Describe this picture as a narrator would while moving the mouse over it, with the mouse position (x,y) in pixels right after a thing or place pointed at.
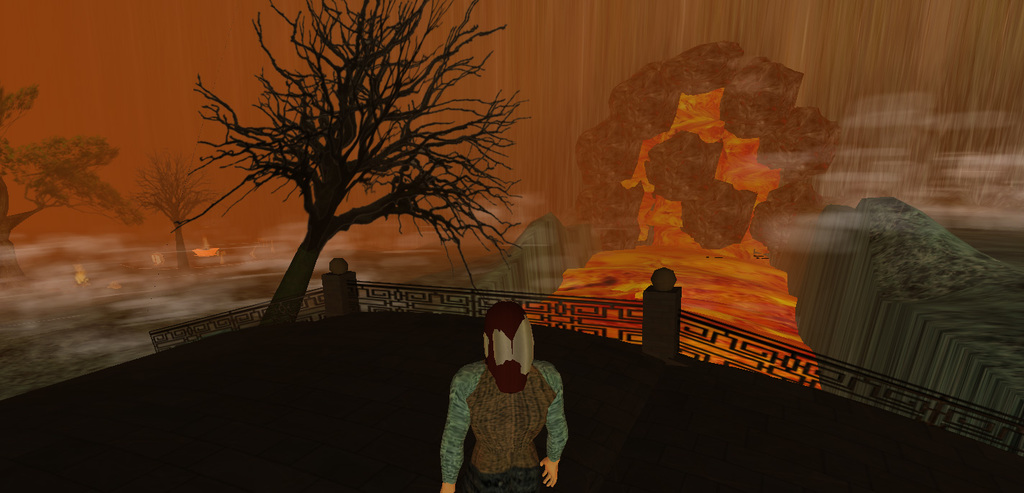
It is the animation image in which there is a person (498,405) in the middle (503,318) and there is a tree (323,219) behind him.
